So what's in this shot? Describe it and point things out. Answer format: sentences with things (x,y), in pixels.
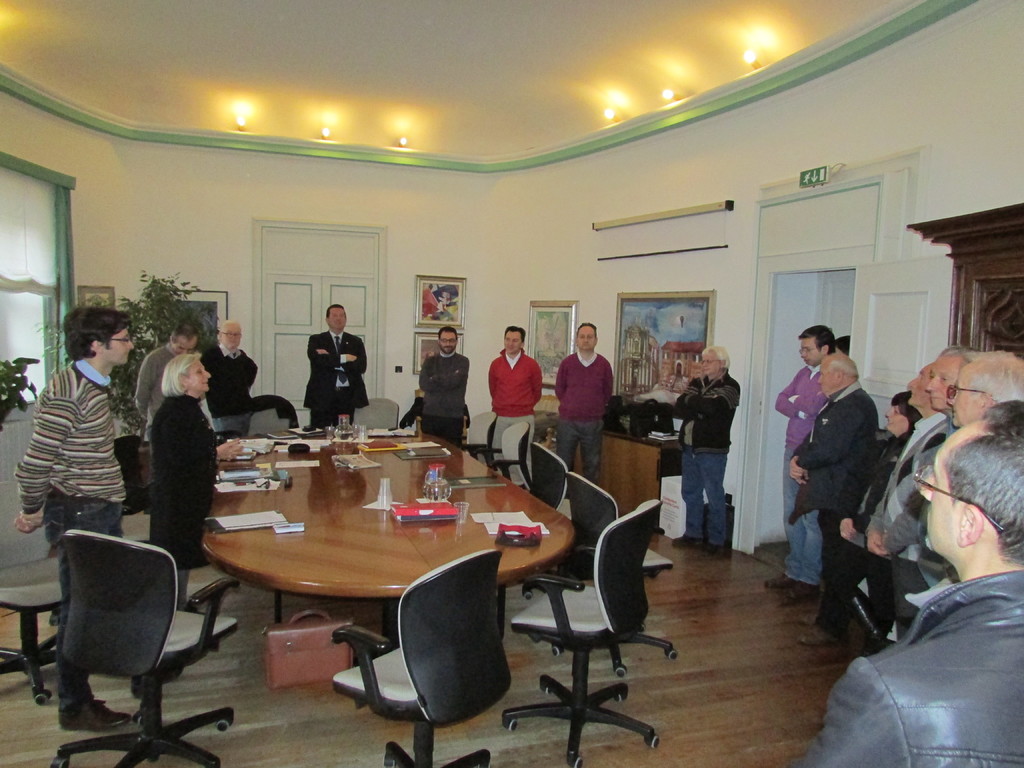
The image is inside the room (643,416). In the image there are group of people (578,387) standing in front of a table (499,492). On table (475,504) we can see a paper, glass (436,487), book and we can also see some chairs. On right side (1016,386) there are group of people (978,356) standing and a door (902,378) which is in white color, frames (688,305). on left side (168,248) there is a wall (171,248) which is in white color, window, curtains (39,269), photo frames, plants (163,294) with green leaves (177,291). In background (298,188) there is a wall (314,190) on top (361,41) there is a roof (432,69) with few lights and at bottom (256,734) we can see a floor (269,710).
